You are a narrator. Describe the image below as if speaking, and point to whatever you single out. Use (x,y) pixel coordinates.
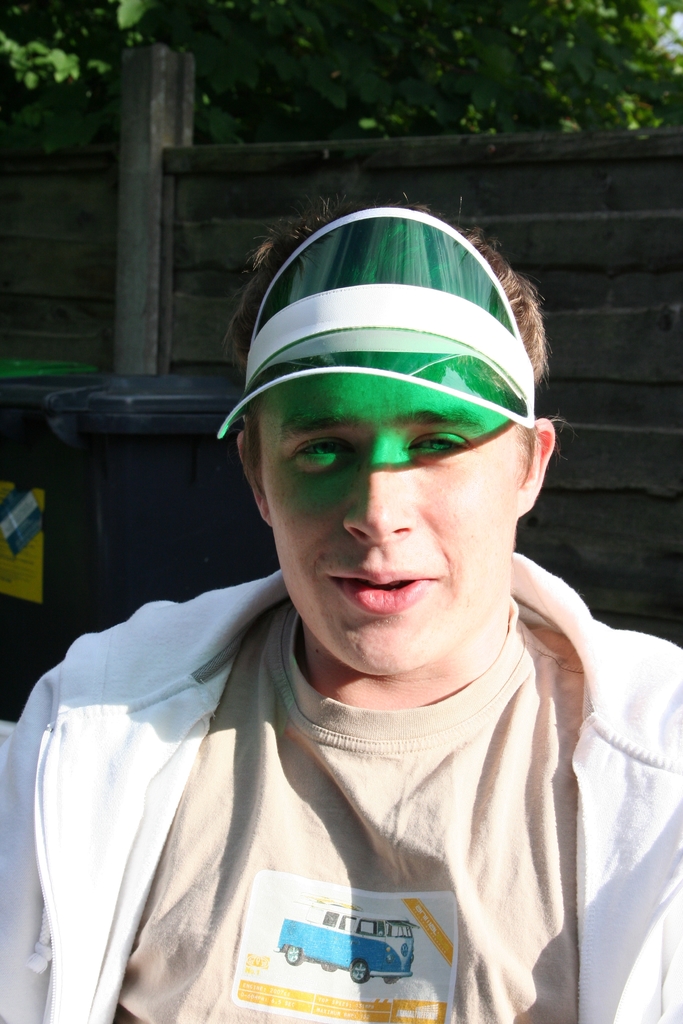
In this picture I can see a man (322,566) is sitting and I can see a dustbin (134,517) and a wooden wall (222,262) in the back (249,173) and I can see tree (527,109) and man (522,301) is wearing a cap (430,350) on his head (365,389).
